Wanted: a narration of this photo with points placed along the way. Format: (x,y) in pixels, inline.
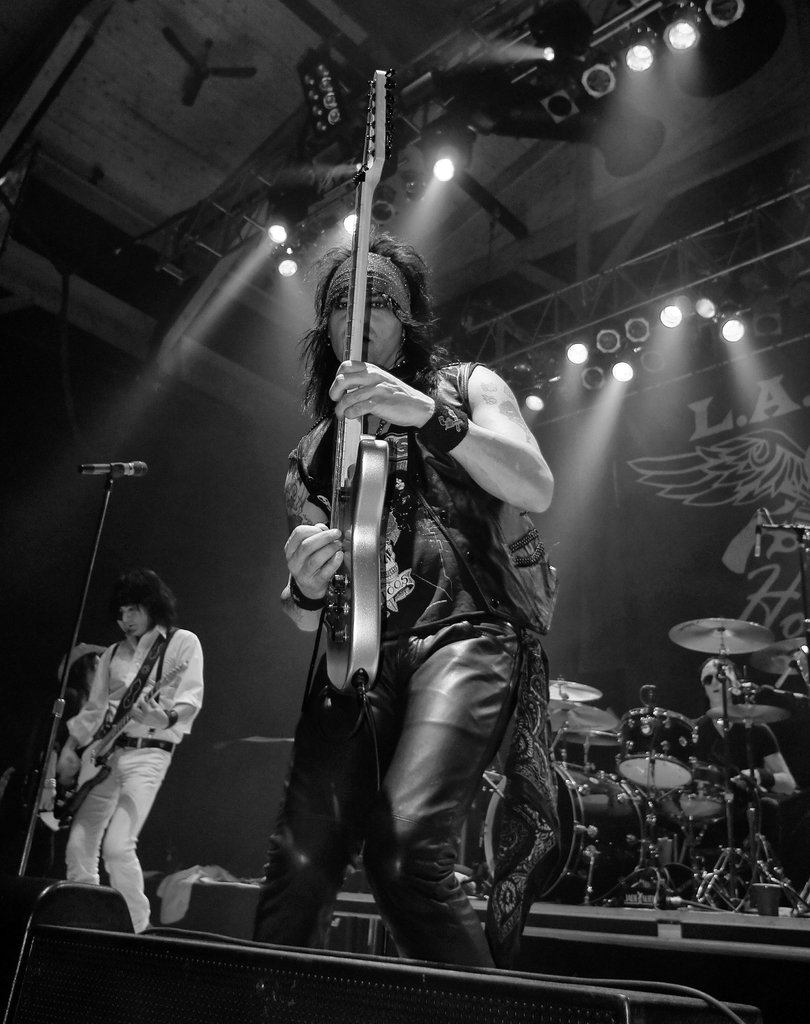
In the center of the image (491,416) we can see two people (449,628) standing and playing guitars (95,743). On the left (108,500) there is a mic (94,471) placed on the stand (105,513). In the background (691,789) there is a band (705,789) and we can see a man (733,722) sitting and playing a drum (644,735). At the top (715,310) there are lights (307,90) and a fan (222,72).
